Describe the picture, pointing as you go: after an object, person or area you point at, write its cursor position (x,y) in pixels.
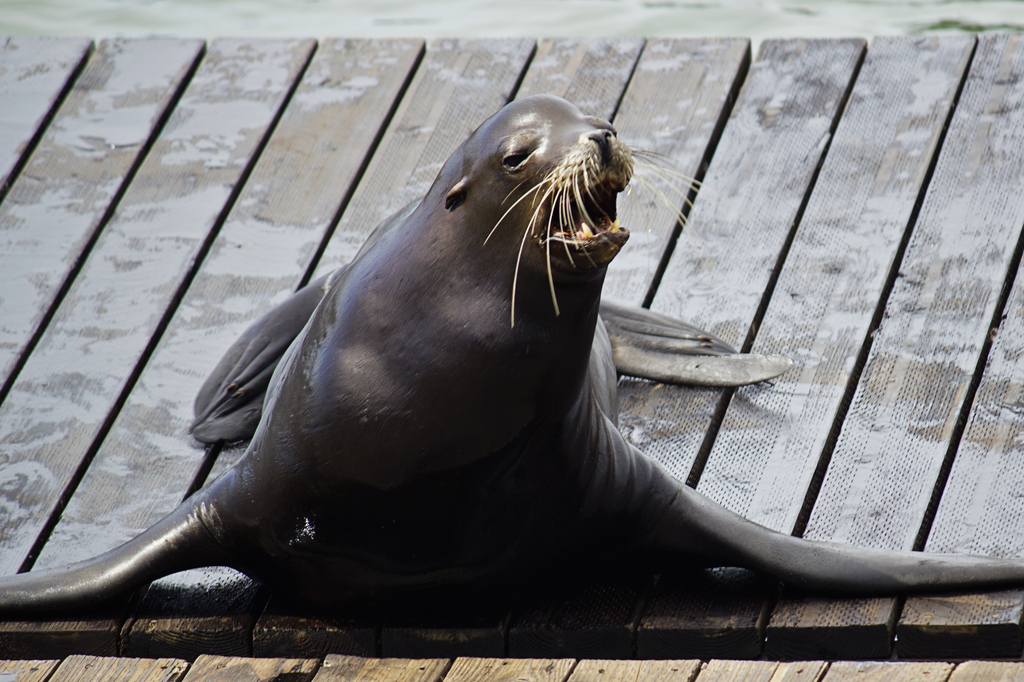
In this image there is an animal (493,515) on the wooden planks (915,77).
